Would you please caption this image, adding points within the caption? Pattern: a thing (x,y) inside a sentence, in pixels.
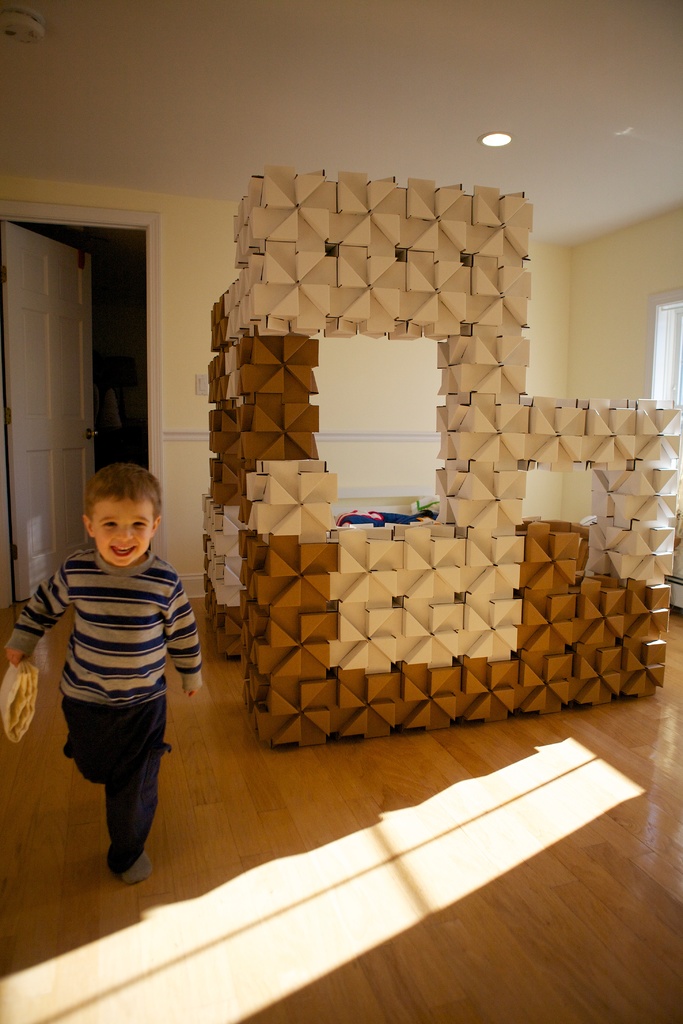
In this image I can see the child (124,761) and the child (115,675) is holding some object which is in yellow color. In the background (368,644) I can see some object (394,638) in brown and cream color, the door (70,286) and the wall (210,260) is in cream color and I can also see the window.
